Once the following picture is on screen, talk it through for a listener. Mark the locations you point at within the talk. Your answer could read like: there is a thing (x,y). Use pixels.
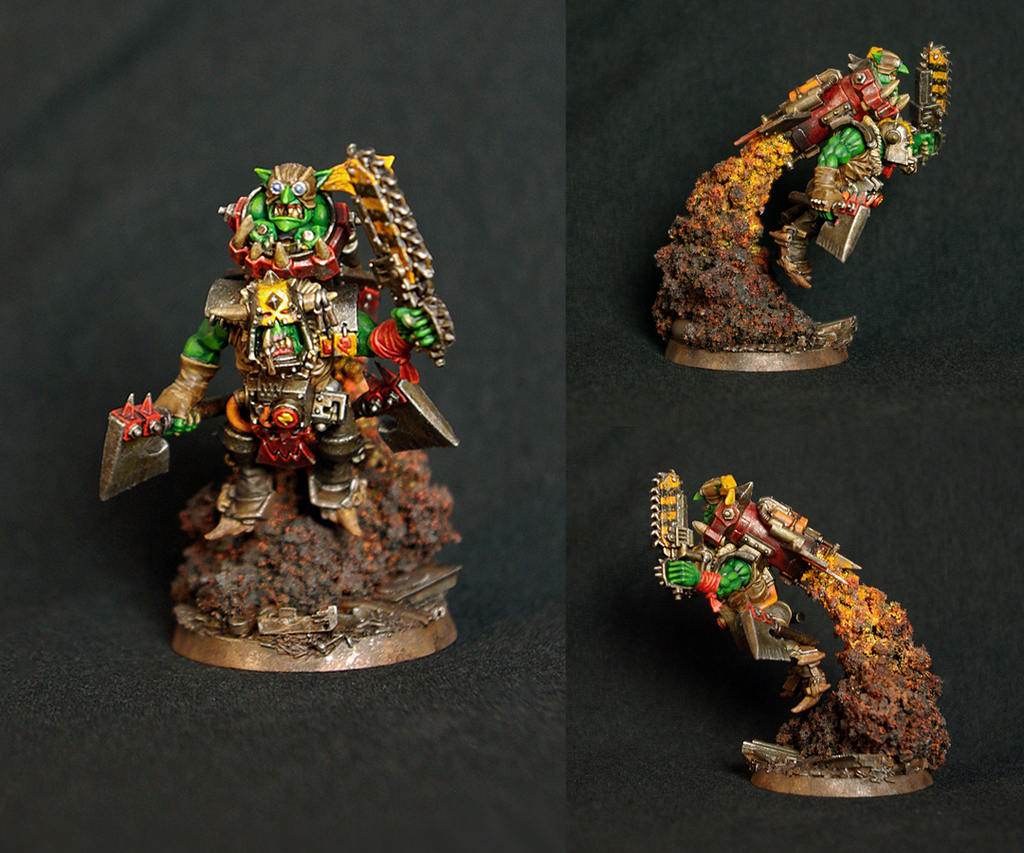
In this picture I can see a miniature (751,211), looks like a collage of three pictures.
